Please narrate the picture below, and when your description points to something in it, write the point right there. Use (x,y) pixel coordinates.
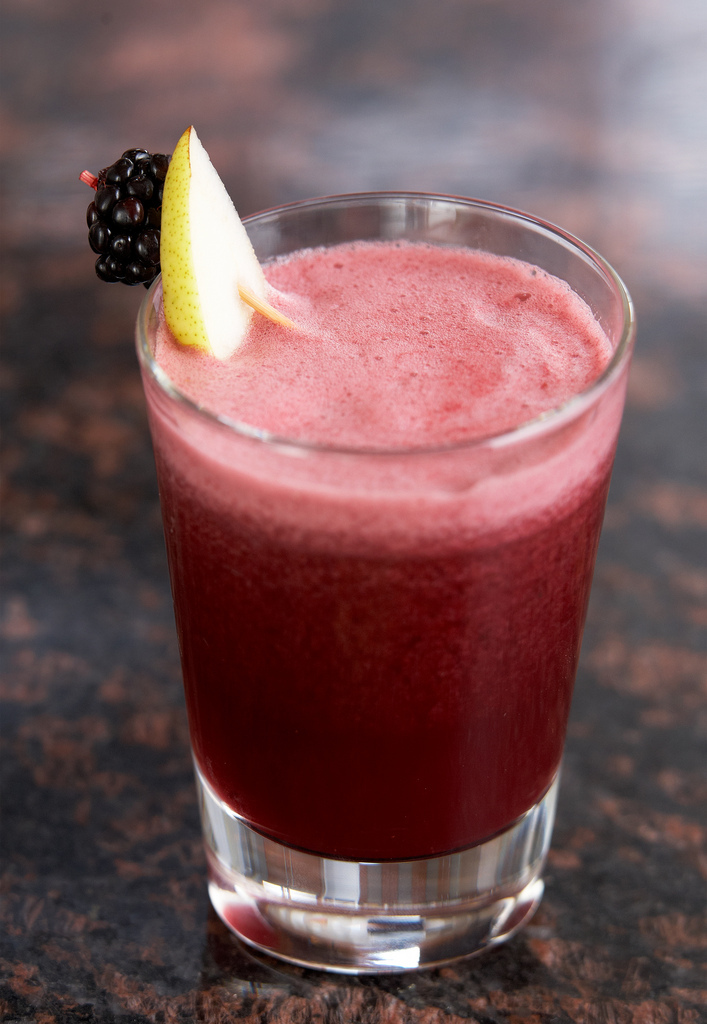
In this picture a juice (240,357) is highlighted. The juice (571,504) is in red color. It is presented in a glass (608,338) with a pear (201,228) and a berry (154,197).
